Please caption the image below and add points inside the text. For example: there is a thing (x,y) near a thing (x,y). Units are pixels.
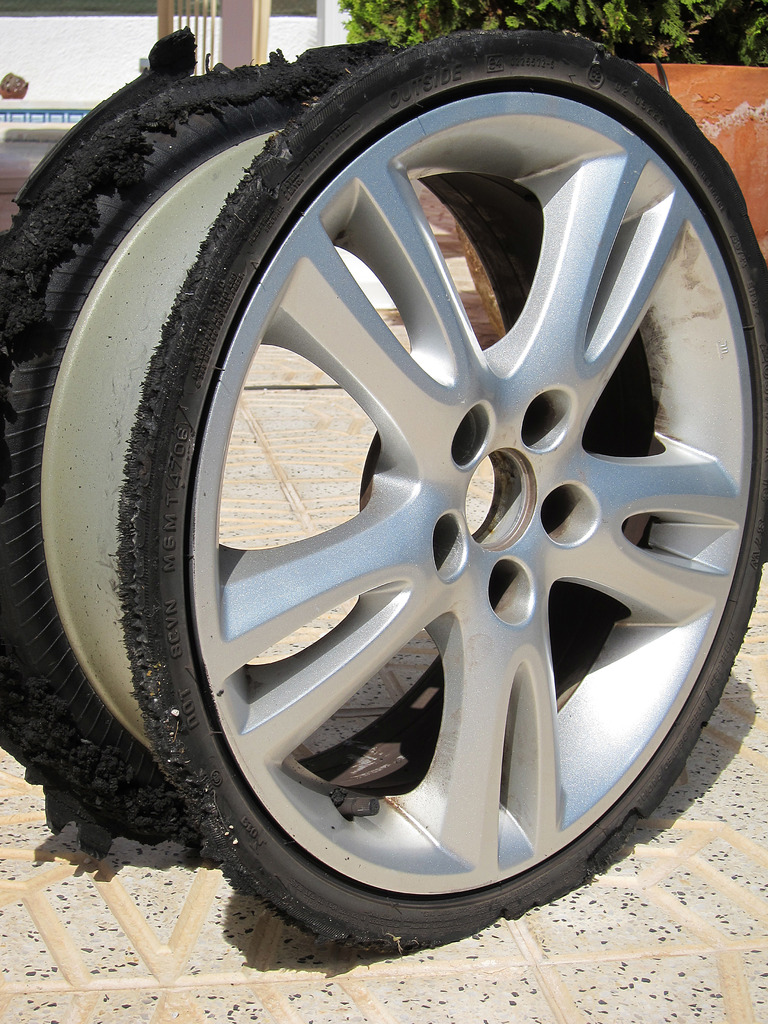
In the foreground of the picture (445,295) we can see rim (362,487) on the floor (342,470). In the background (327,38) there are tree (400,13), wall (295,49) and other objects (672,83).
